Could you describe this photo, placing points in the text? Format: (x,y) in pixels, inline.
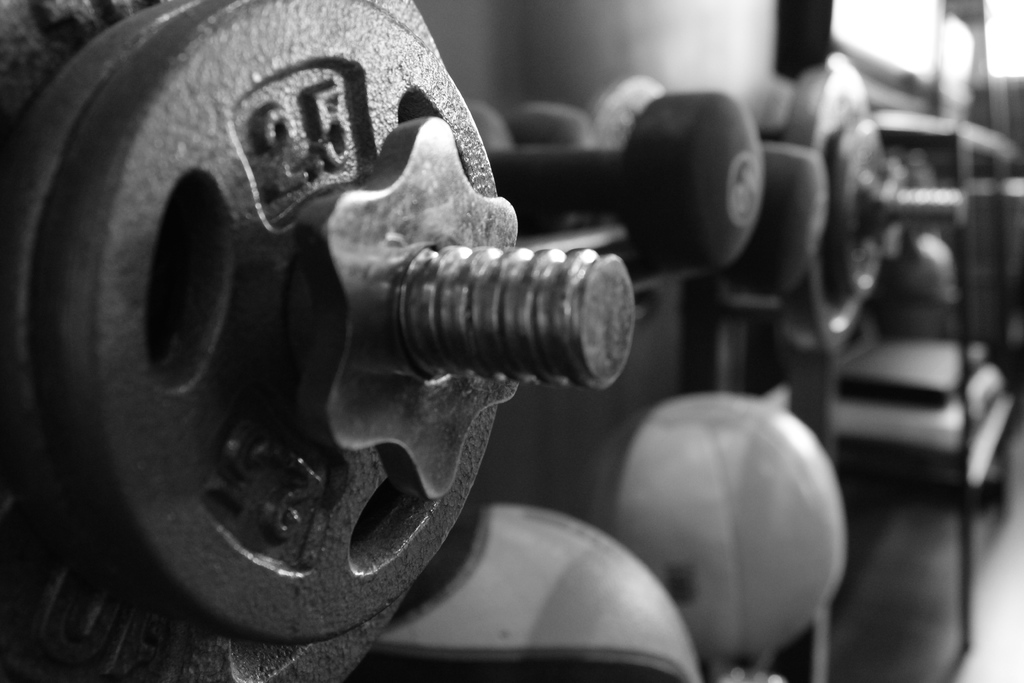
In this black and white picture there are dumbbells (702,194) and weight plates (297,167). To the right (957,262) there is a rack (921,371). At the bottom (653,541) there are balls (771,482). Behind them there is a wall (642,48).
